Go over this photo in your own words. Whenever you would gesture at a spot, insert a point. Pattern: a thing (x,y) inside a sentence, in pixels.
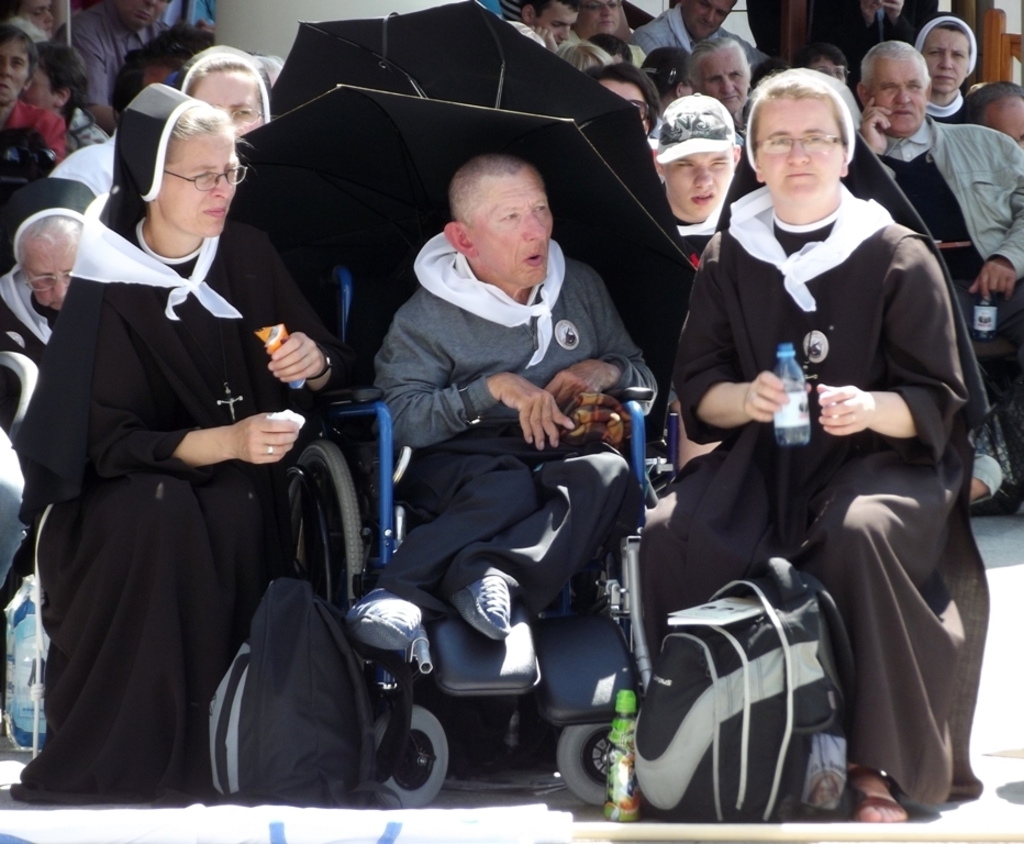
In this image, we can see some people (816,130) sitting, we can see two bags (754,770) on the ground (1012,678).
